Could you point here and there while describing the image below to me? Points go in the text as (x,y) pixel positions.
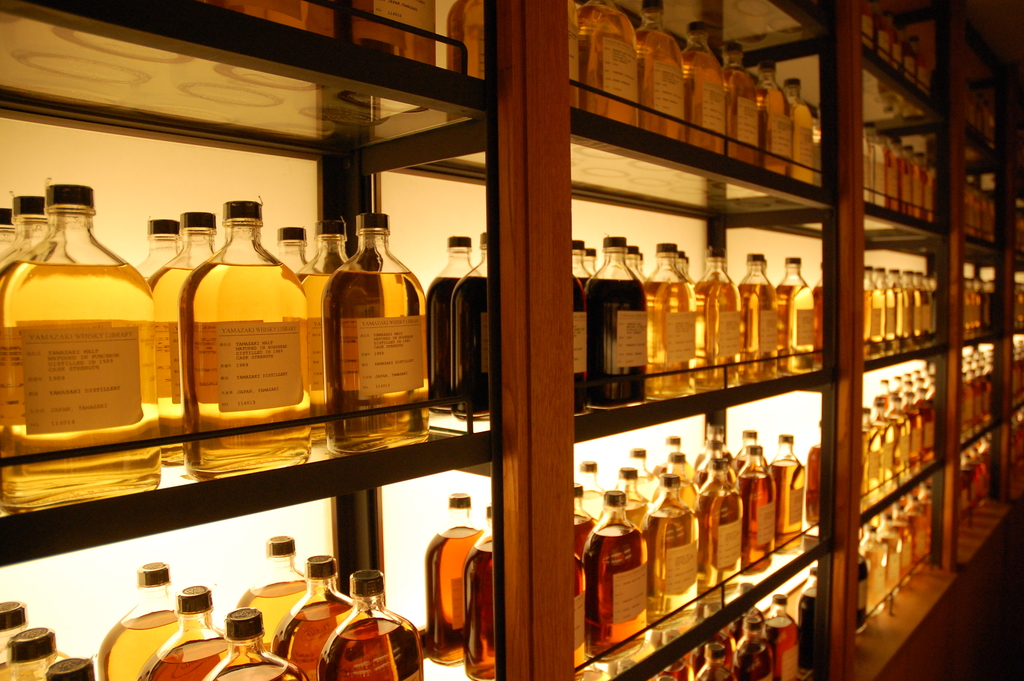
In the picture there are shelves (687,393) made up of glass (736,582) and wood (513,453) in that shelves (333,503) there are number of bottles (628,563) with some drinks (790,348) in it.
